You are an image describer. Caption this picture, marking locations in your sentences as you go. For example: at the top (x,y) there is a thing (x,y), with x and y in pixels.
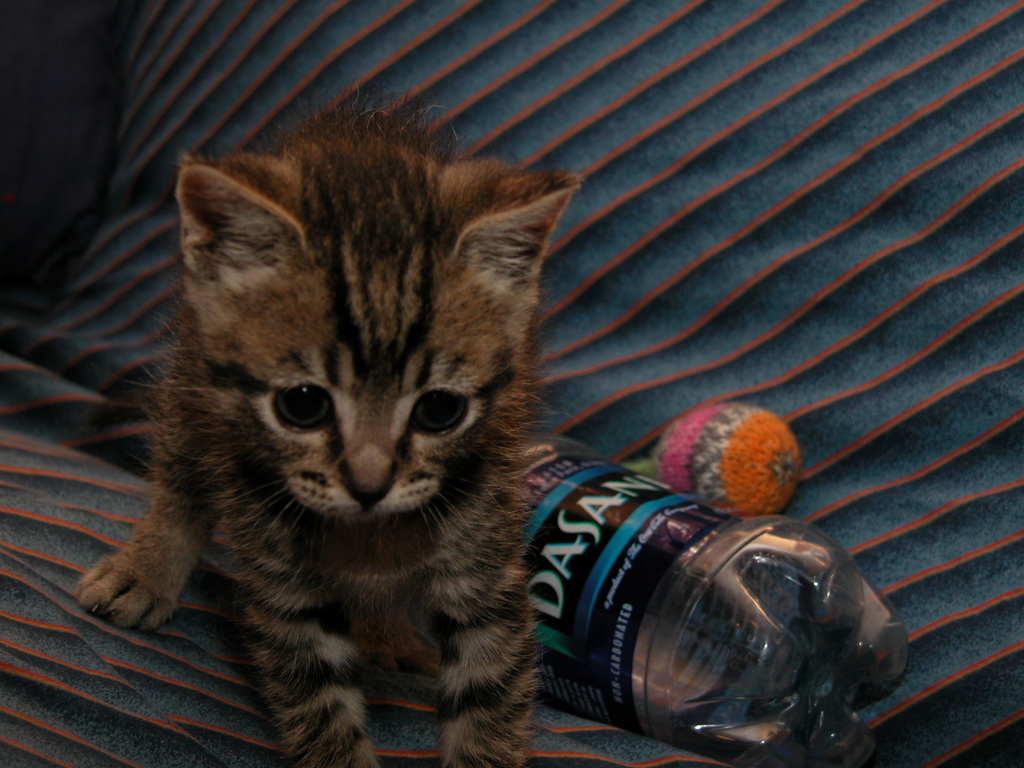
In this picture we can see a cat (356,554) and there is a bottle (589,619) beside her
